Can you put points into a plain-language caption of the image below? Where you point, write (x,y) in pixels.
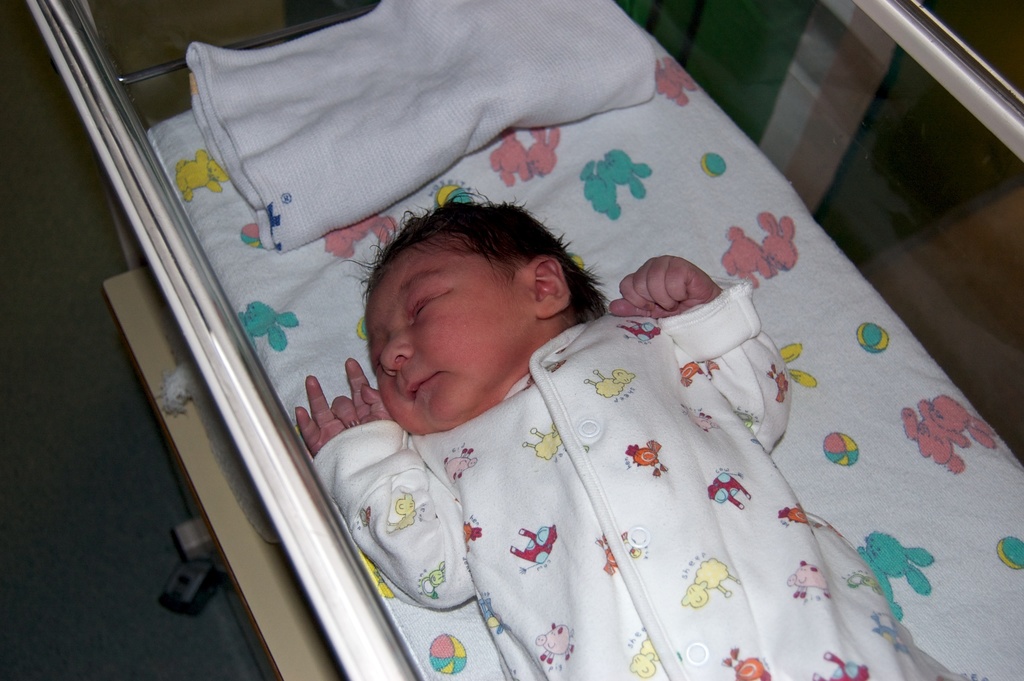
The picture consists of a baby (529,500) in a bed (762,126). At the bottom (159,576) we can see floor (169,561), wheel (171,577).
